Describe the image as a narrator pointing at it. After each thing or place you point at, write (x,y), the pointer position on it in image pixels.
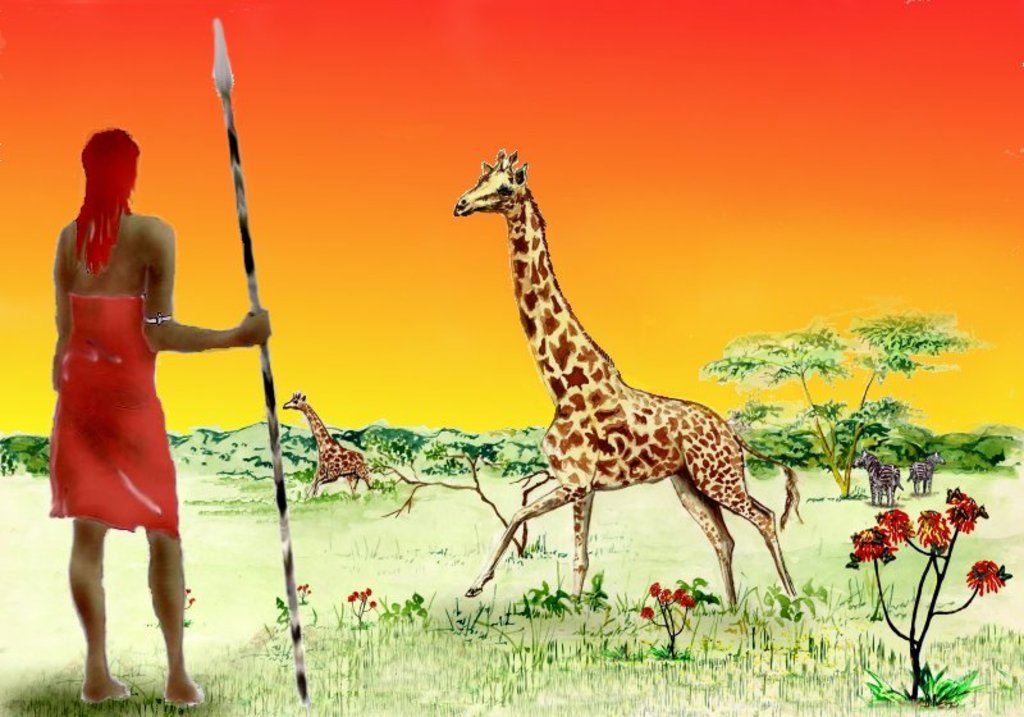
In this image we can see an animated person (179,531) holding an object (270,382). There are many trees (502,455) and plants (776,438) in the image. We can see the sky (251,385) in the image. There are many hills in the image. We can see many flowers (690,597) to the plants (821,587). There is a grassy land (835,587) in the image. There are few animals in the image.
